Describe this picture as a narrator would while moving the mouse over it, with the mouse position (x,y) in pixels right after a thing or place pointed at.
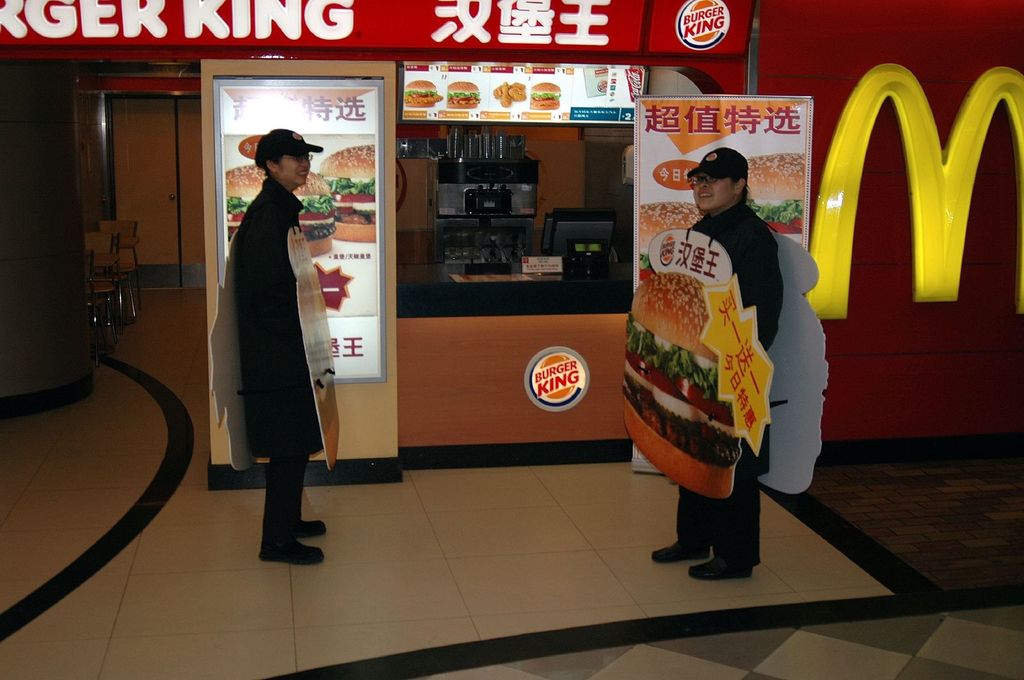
In this image we can see two persons (271,244) standing on a surface (633,490) wearing some objects (650,318) on them. Behind the persons (274,165) we can see two hoardings (250,154) and a store (534,235) with a counter table (514,265). On the right side of the image (890,323) we can see a wall (876,249) and on the left side (8,219), we can see a pillar (83,311) and a few chairs (114,285). At the top (698,31) we can see some text (692,24) and on the counter table (512,282) there are some objects (563,258). Behind the counter table (535,295) there are few objects (455,236).
